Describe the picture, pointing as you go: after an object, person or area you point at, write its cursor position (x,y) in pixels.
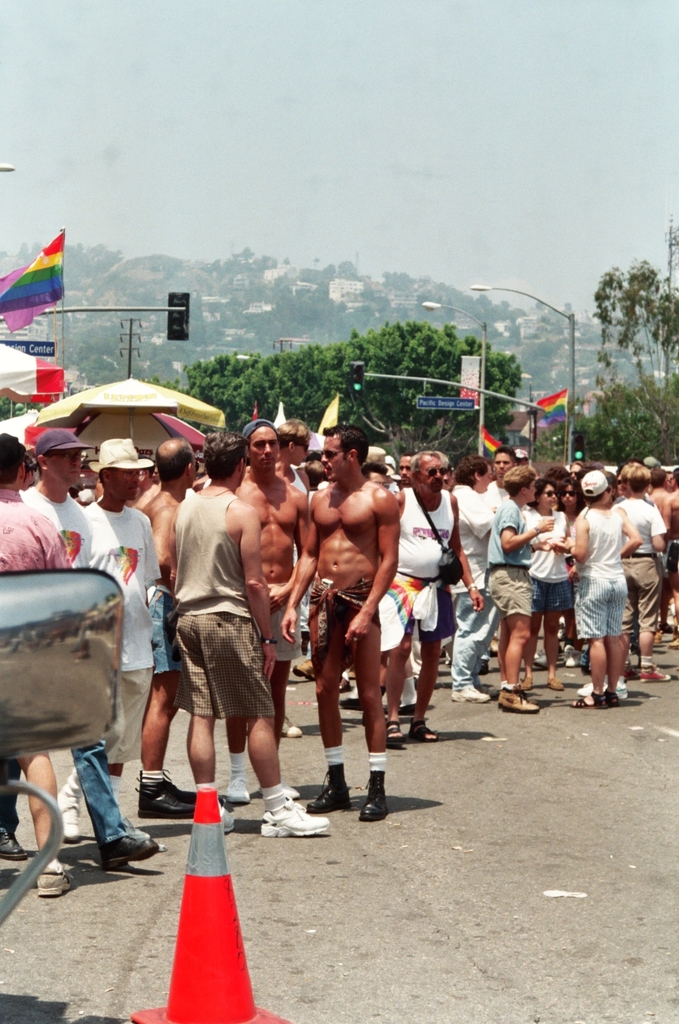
In this image few persons (433,676) are standing on the road (540,791). Behind them there are few flags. There are few street light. A traffic light (181,325) is attached to the pole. Left side there is a vehicle (16,706) having a mirror (75,671). Bottom of image (168,1014) there is a cone (182,958) on the road (309,965). A person (414,575) wearing a white top (423,552) is carrying a bag (457,567). Left side (130,381) there are few umbrellas (79,415). There are few trees (661,425). Behind there is hill (231,311) having few buildings (342,286) and trees (302,315). Top of image (303,160) there is sky (374,134).
